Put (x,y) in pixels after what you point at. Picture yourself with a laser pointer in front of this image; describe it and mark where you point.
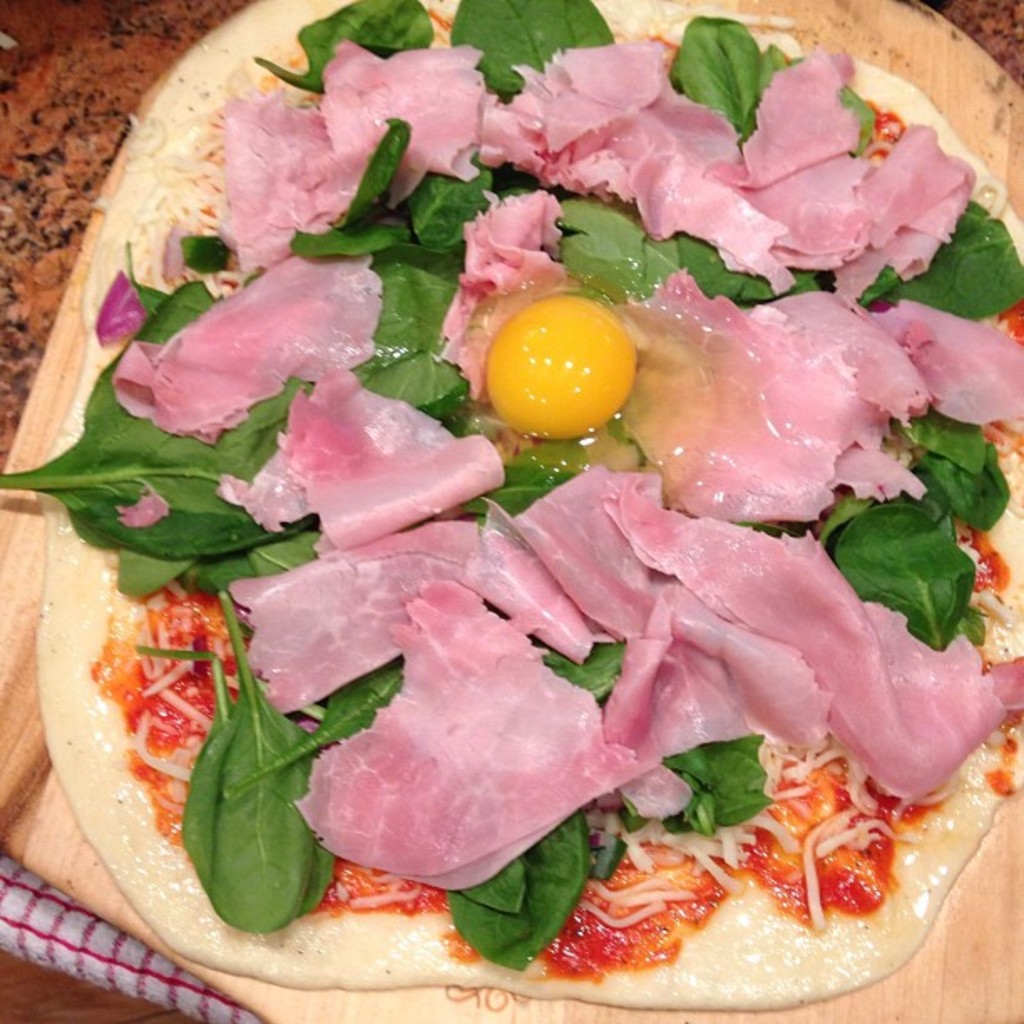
In this image, we can see a table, on the table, we can see white and red color cloth (61,909) and a wooden board (18,763), on the wooden board (949,74), we can see some food item (237,388).
